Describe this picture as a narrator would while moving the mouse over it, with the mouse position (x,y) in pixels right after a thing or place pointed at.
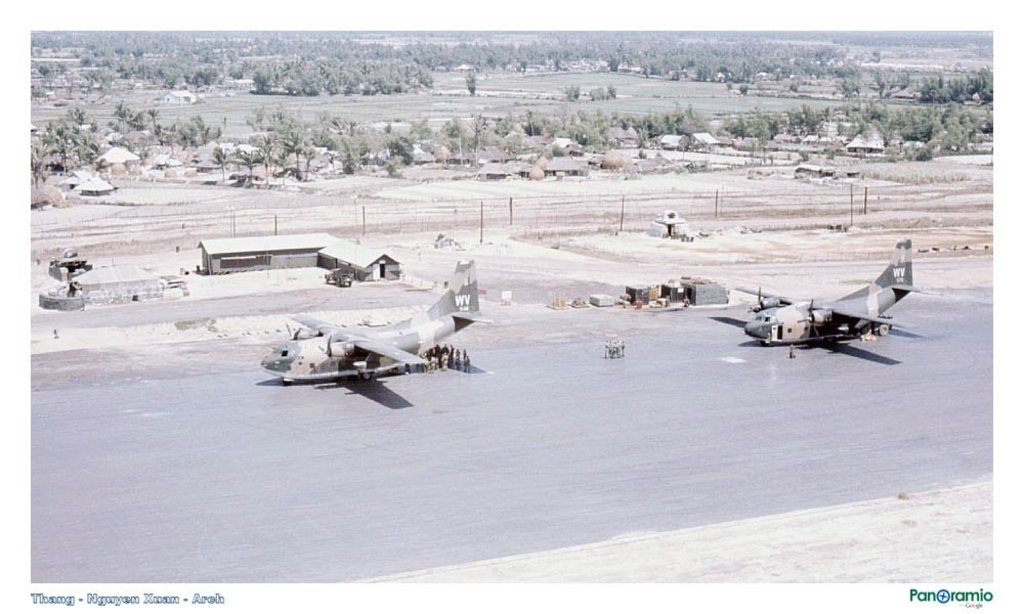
In this image I can see two flights (312,335) visible on the road (415,453) and I can see houses (204,262) and vehicles (350,278) visible in front of houses (116,286) and I can see trees (500,139) and houses (858,139) at the top (870,115) and at the bottom (202,594) I can see text (212,594) and in the middle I can see poles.
